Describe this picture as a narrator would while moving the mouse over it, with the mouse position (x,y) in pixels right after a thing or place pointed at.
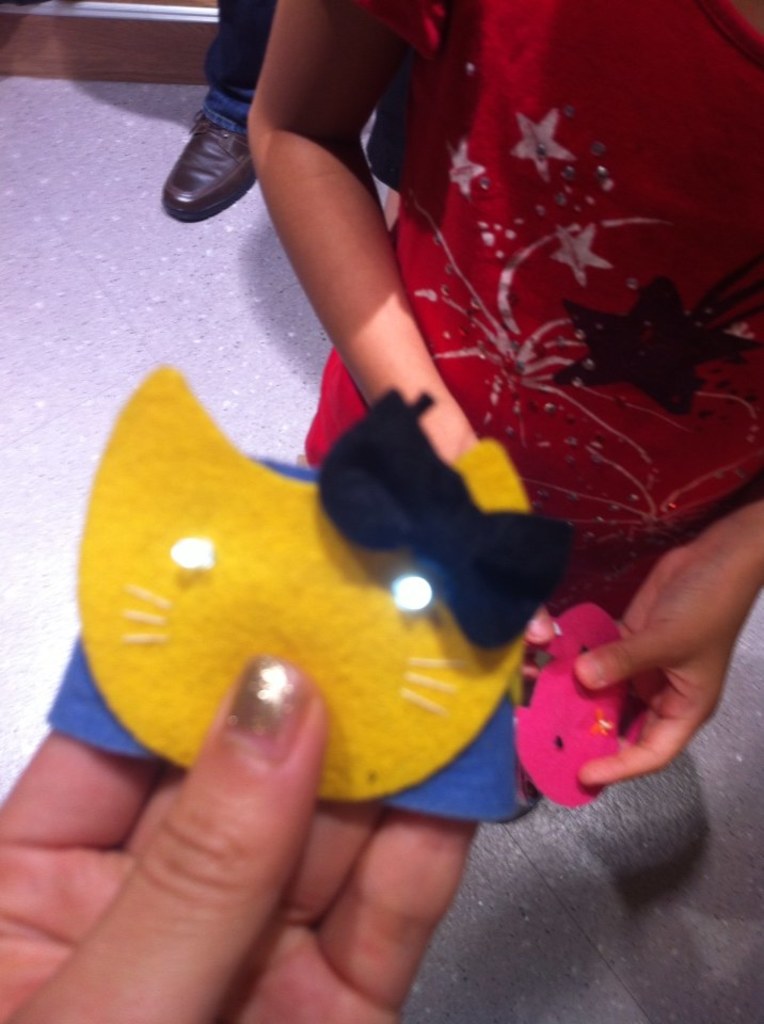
This picture might be taken inside the room (310,523). In this image, on the left corner (45,878), we can see hand (337,951) of a person (337,951) holding something. On the right side (667,705), we can see person hand (673,626) holding something. In the background (271,0), we can see a leg (253,70) of a person (260,31), at the bottom (542,1010), we can see a floor (220,226).
